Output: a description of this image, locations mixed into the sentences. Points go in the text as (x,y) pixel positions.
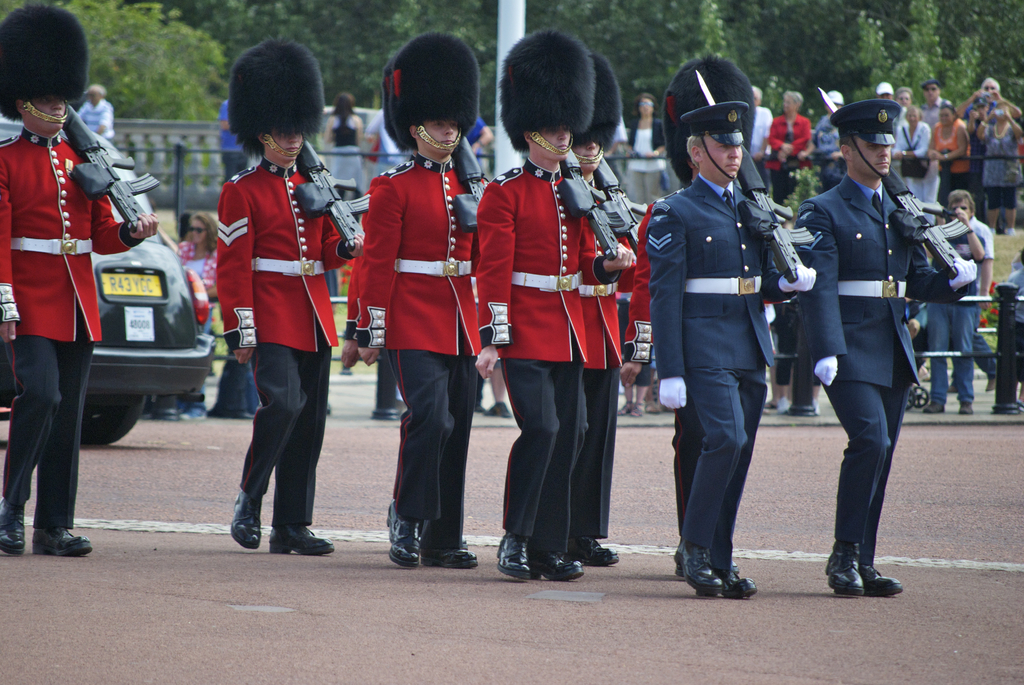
In this image in front (45,361) there are people (889,301) marching on the road (497,573) by holding the guns (949,250). Behind them there is a car (161,361) on the road (148,433). On the backside (969,228) there are people (963,350) standing in front of the metal fence (1007,355). In the background (797,50) there are trees (251,24).
